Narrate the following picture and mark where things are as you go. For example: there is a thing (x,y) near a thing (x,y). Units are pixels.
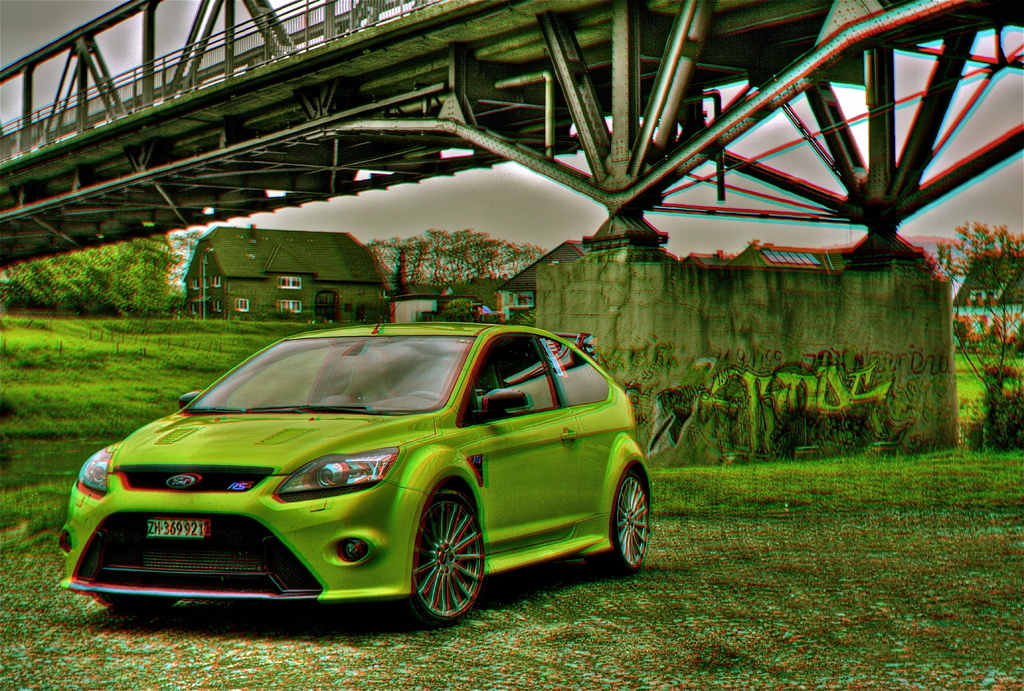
In this image I can see the car (322,432) on the ground (621,591). In the background (604,313) I can see the bridge (393,93), house (291,242), many trees (456,245) and the sky (524,206).
